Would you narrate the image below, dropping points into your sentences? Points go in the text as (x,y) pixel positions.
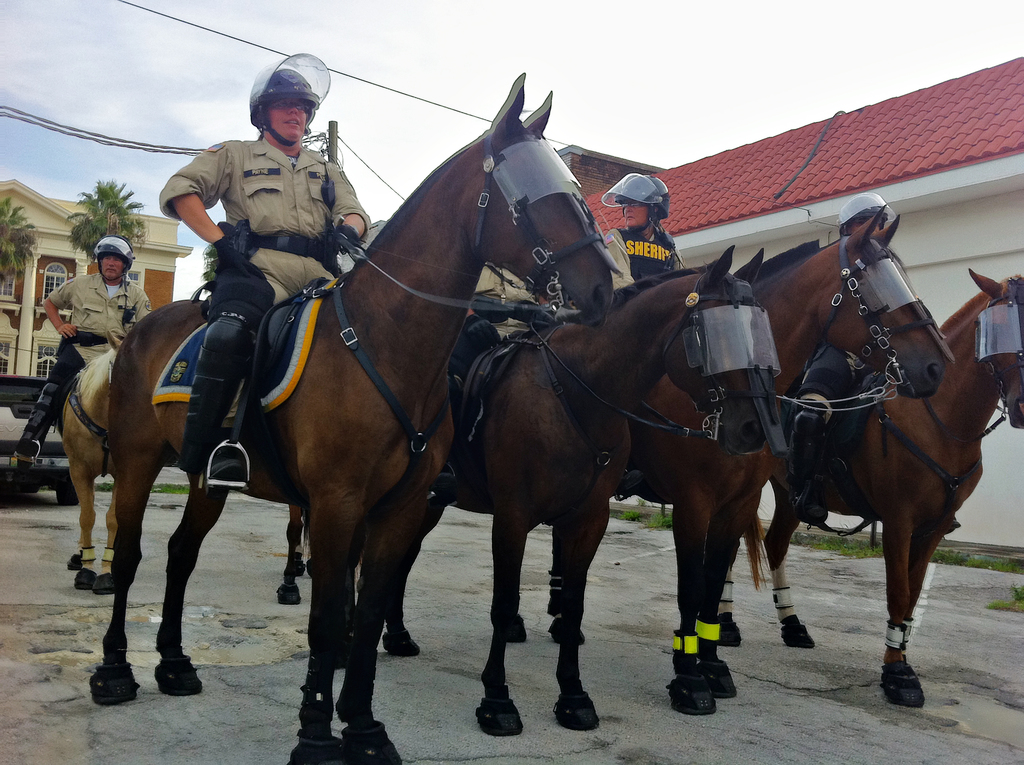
In the middle of the image (671,392) few people (270,223) are riding some horses (71,439). Behind the horses (190,307) there is a vehicle (6,412), buildings (844,128) and trees (20,267). At the top of the image (637,87) there are some clouds (637,87) in the sky (758,107).
